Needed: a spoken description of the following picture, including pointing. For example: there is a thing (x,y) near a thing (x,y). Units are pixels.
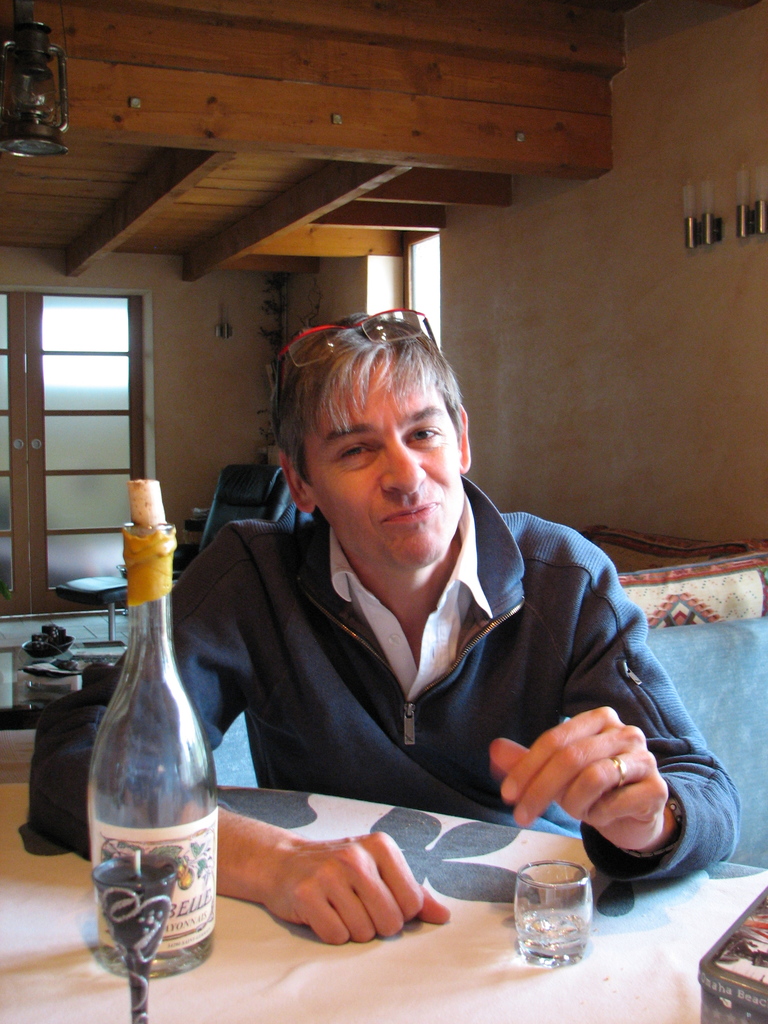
In this image a man (454,616) is seated on the chair (690,656) in front of him we can find a bottle (106,729), glasses (126,875) on the table (498,904).
